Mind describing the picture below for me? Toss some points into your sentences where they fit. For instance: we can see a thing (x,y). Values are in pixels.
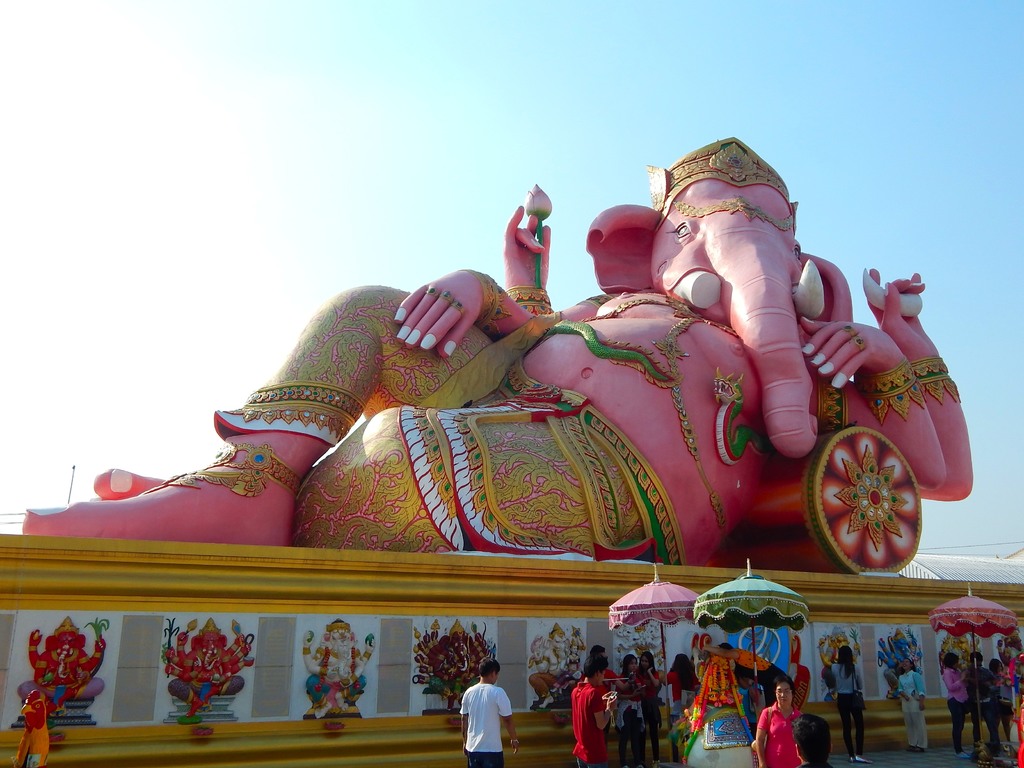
This image consists of an idol (594,547). At the bottom (63,666), there are pictures (92,710) on the wall (824,709). And we can see many people (646,728) in this image. In the front (616,612), there are three umbrellas (764,611). At the top (297,196), there is sky (218,250).
